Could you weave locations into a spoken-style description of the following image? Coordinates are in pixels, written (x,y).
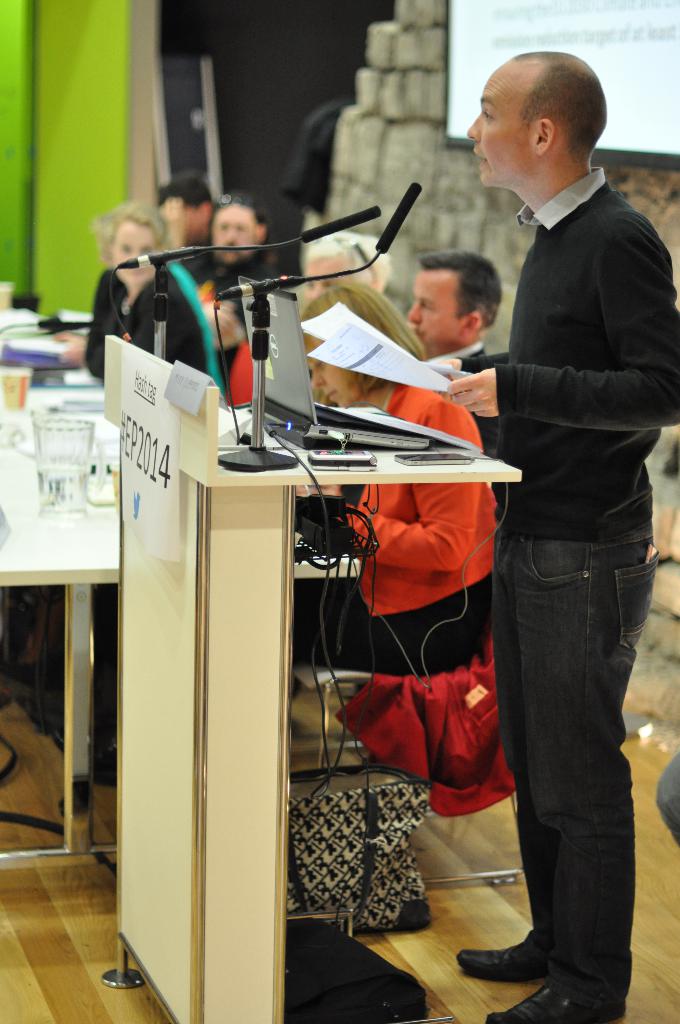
This picture is clicked inside. On the right (537,161) there is a person (562,236) holding some papers (351,343), standing on the ground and seems to be talking and we can see the microphones (337,223) are attached to the podium (216,663) and a laptop (285,414) and mobile phones (361,464) are placed on the top of the podium (280,483). In the center (356,375) we can see the group of people (258,263) sitting on the chairs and there is a table (29,469) on the top of which glasses (88,471) and some other items (54,330) are placed. In the background (313,45) we can see the digital screen (496,10), wall (422,79) and some other objects (312,152).
